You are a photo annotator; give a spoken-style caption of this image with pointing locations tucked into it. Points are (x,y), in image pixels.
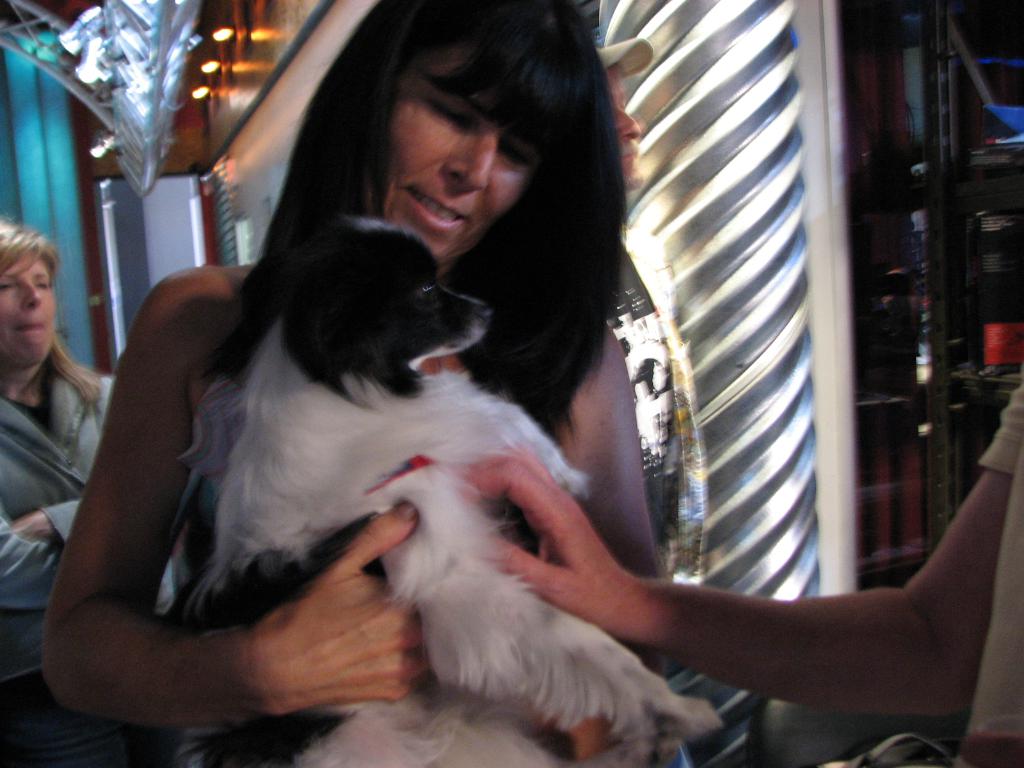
In this image I can see a woman (141,326) holding the dog (323,443). At the backside of her there is a woman (19,361) and a man (619,100) with cap (614,62). At the background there is a light (172,80).
